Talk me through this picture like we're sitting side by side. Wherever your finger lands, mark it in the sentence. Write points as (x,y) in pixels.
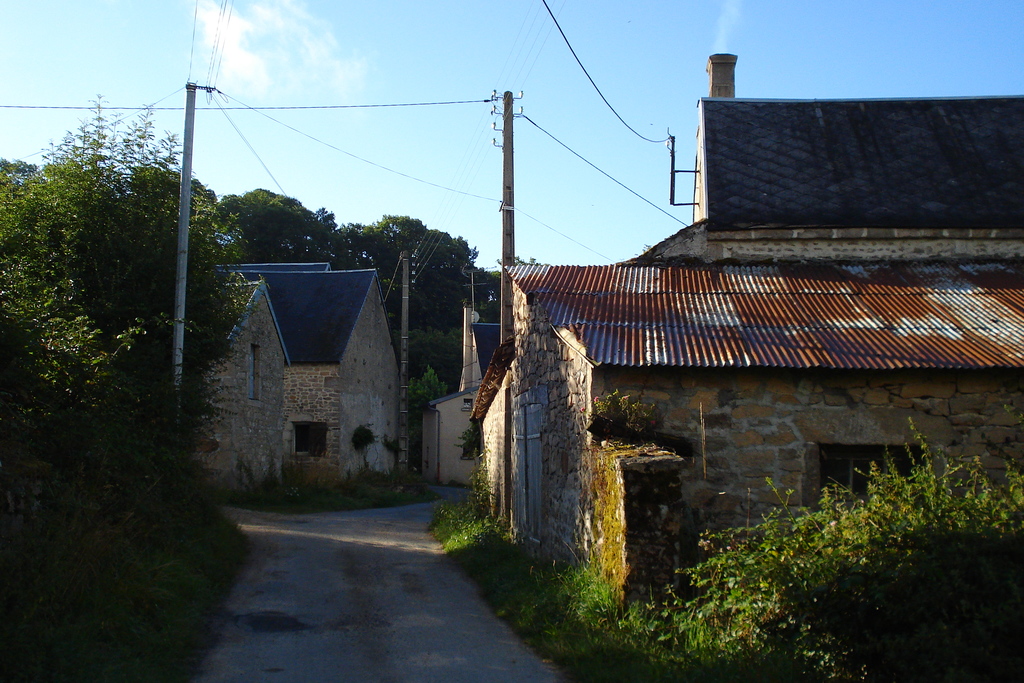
In this image we can see few houses (898,352). There are few electrical poles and many cables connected to it. There is the sky (455,40) in the image. There are many trees (21,257) and plants (526,582) in the image. There is a road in the image.
